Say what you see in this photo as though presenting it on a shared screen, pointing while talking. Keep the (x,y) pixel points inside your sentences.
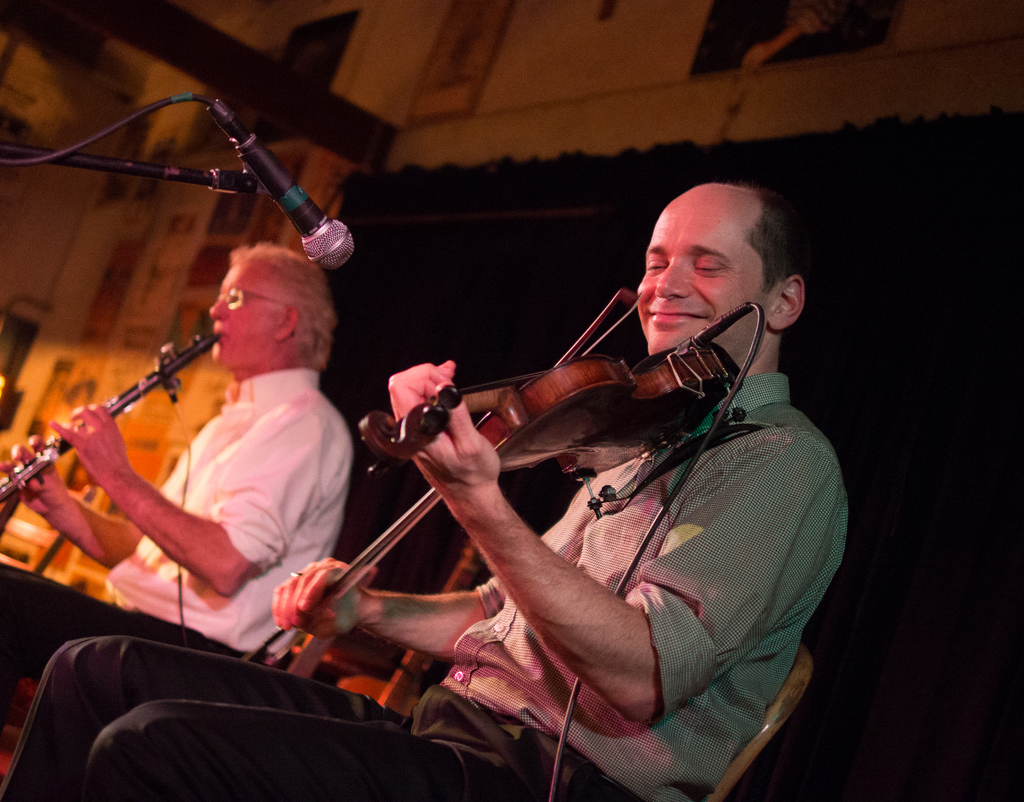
This is the image inside of the room (535,500). There are two persons (474,443) in the image. The person (738,535) with green shirt (722,547) is sitting on the chair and he is playing violin (560,367) and the person (311,430) with white shirt (184,592) is sitting and he is playing musical instrument (172,369) and at the front (304,213) there is a microphone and at the back (307,49) there are frames (487,48) on the wall (558,82).
